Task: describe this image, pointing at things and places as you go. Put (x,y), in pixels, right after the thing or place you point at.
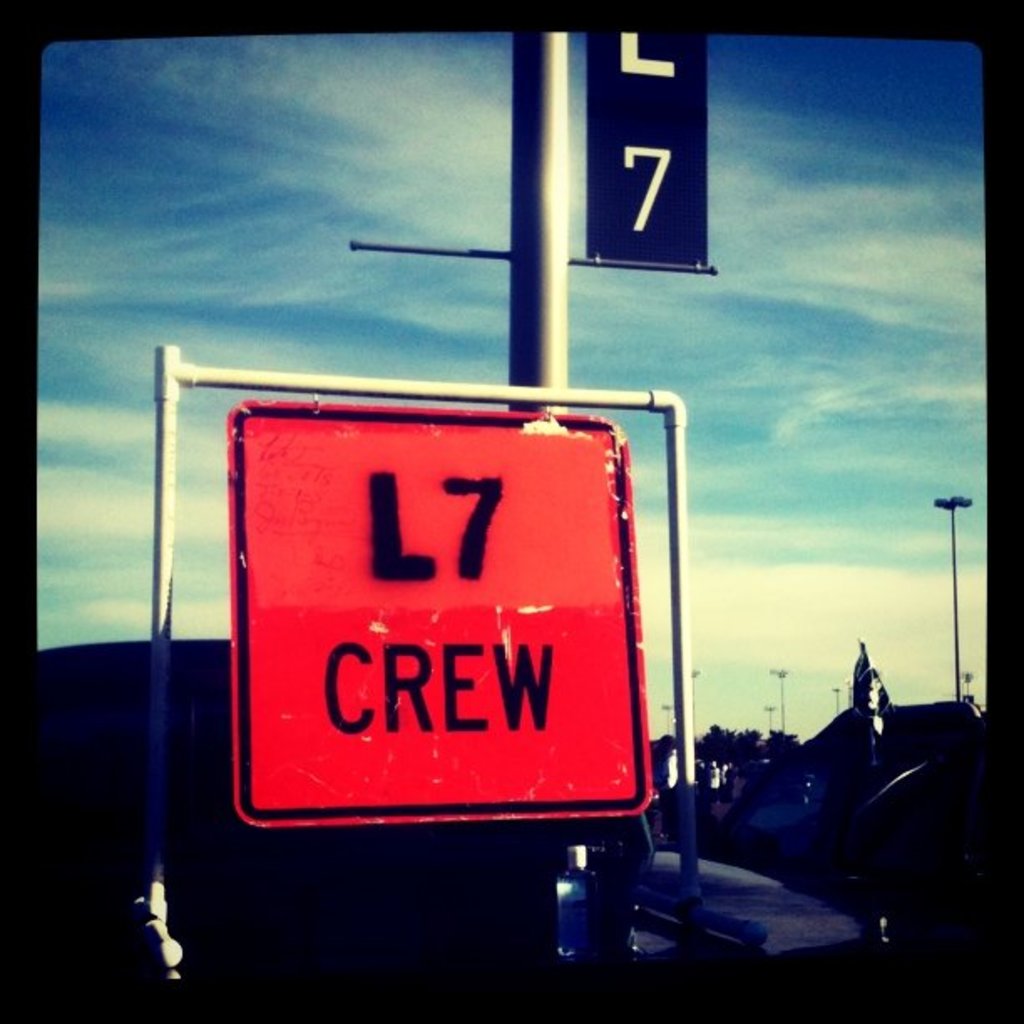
This picture is an edited picture. In the foreground (458,616) there are boards (543,614) on the pole (541,74), there is a text (512,685) on the board (455,812). At the back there are buildings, trees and poles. At the top (127,197) there is sky (452,344) and there are clouds (726,201).
